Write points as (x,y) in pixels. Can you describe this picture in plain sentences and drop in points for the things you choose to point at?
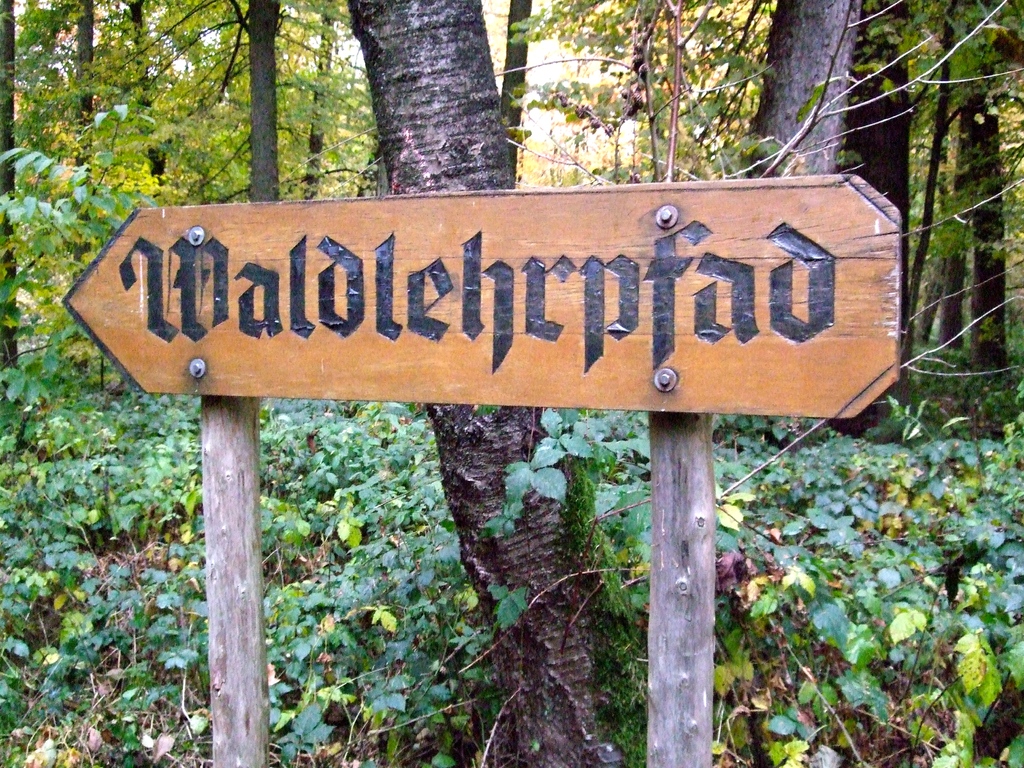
In the picture we can see a board (96,301) to the poles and write some name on it and behind it, we can see full of plants (597,494) and trees (579,727).
